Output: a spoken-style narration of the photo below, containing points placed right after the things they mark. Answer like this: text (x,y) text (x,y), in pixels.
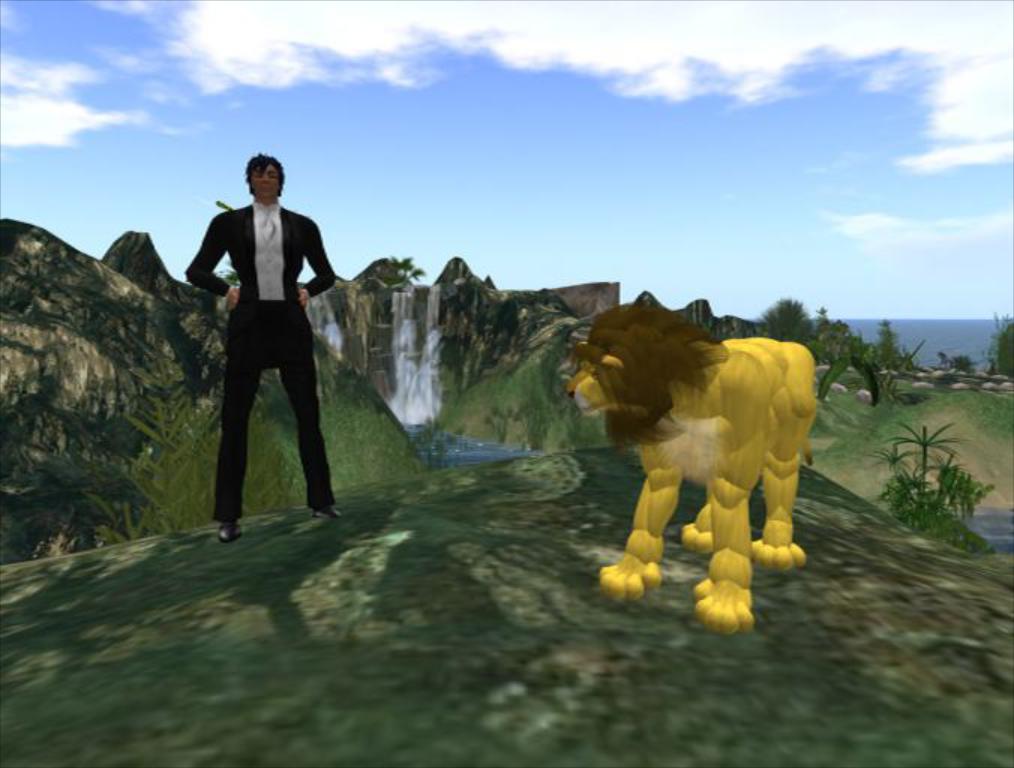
This is an animation picture. In this image there is a man (310,354) and there is a lion (726,548) standing in the foreground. At the back (103,347) there is a mountain (337,377) and there are trees (892,361) and there is a waterfall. On the right side of the image (987,330) there is water (952,335) and there are stones (955,385). At the top (677,212) there is sky (729,219) and there are clouds (717,52).
